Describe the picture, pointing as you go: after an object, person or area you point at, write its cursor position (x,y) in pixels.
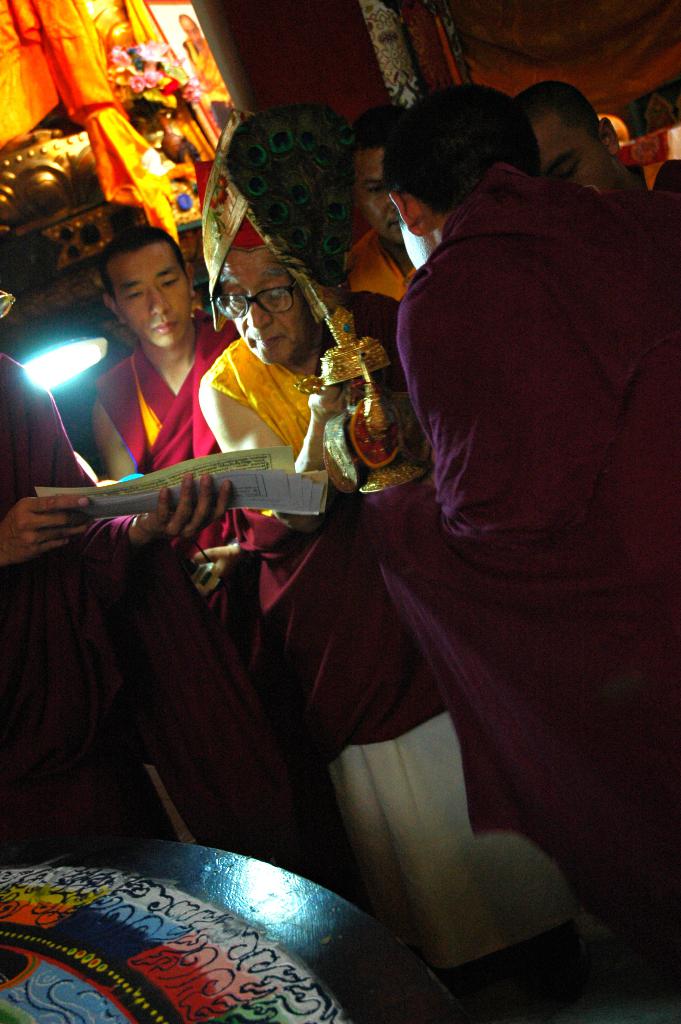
In this image, there are a few people (468,488). We can see the wall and some cloth (149,150). We can also see some object (193,852) at the bottom (265,894).
